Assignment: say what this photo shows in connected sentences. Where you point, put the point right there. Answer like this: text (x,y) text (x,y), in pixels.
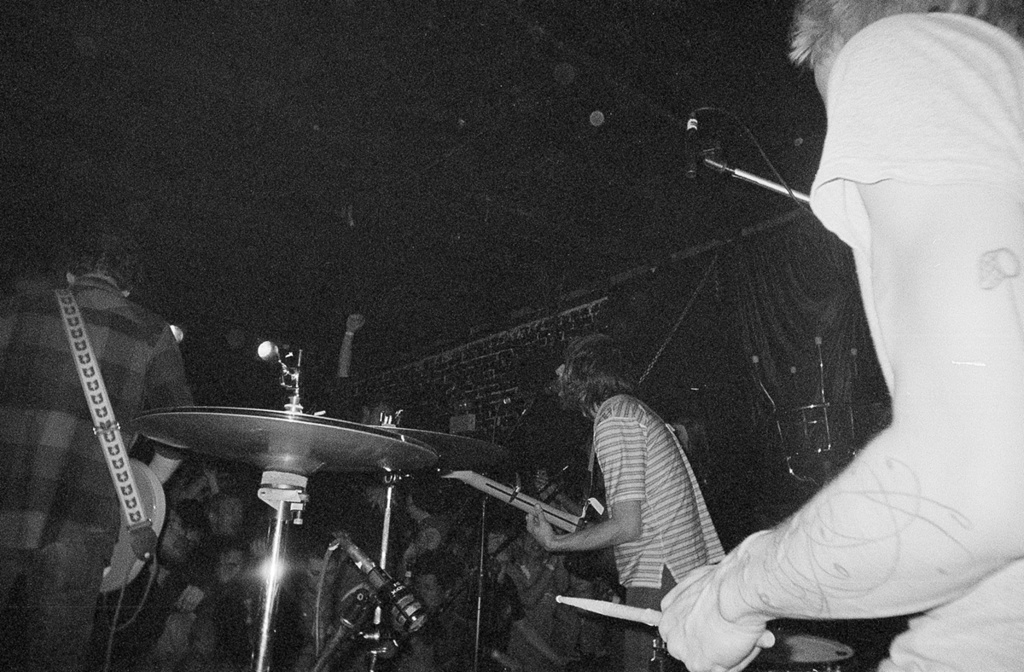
As we can see in the image there are few people (148,361) playing different types of musical instruments (300,469).
